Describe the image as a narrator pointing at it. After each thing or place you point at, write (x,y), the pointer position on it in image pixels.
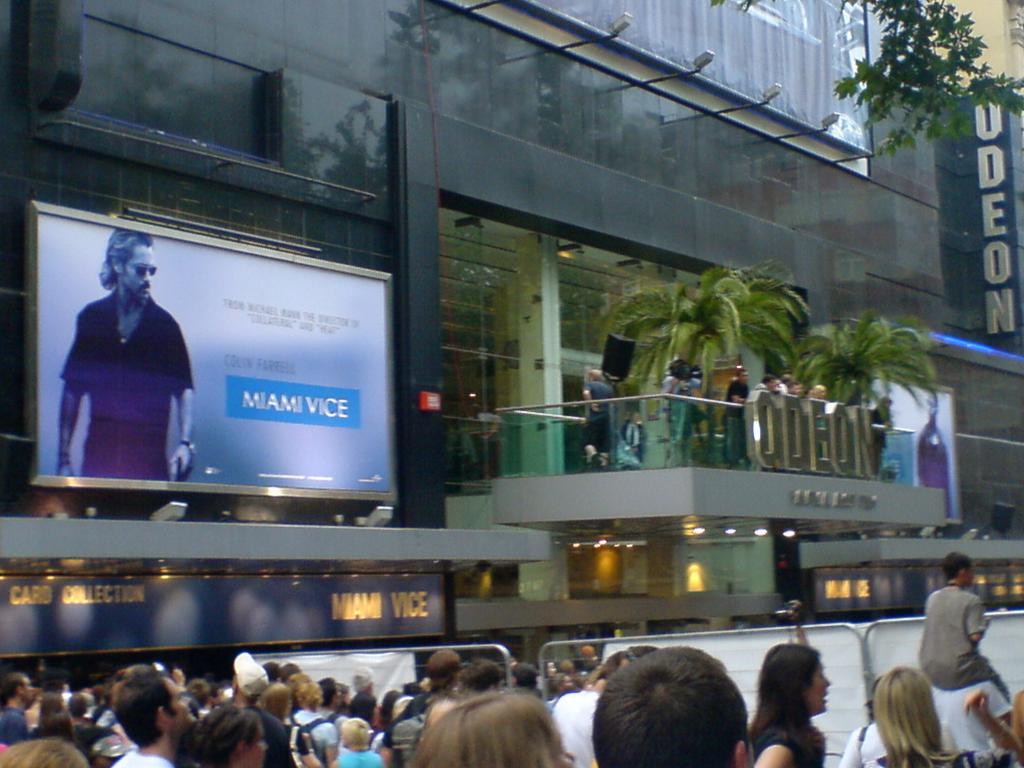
At the bottom of the picture (346,704), we see the people (441,704) are standing. In front of them, we see the steel barriers (768,638) and the banners (836,700) in white color. On the left side (321,467), we see a hoarding board (215,240) of a man (128,233). Beside that, we see the glass railing (742,415) and the people (743,399) are standing. In front of them, we see some text (774,405) written on the glass railing (685,435). Behind them, we see the trees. On the right side (979,299), we see a board (1007,317) in blue color with some text (1007,317) written on it. Beside that, we see a tree (856,91). In the background (860,138), we see a building (295,122) in black color. It has glass doors (468,315) and windows (758,556). We even see the street lights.
